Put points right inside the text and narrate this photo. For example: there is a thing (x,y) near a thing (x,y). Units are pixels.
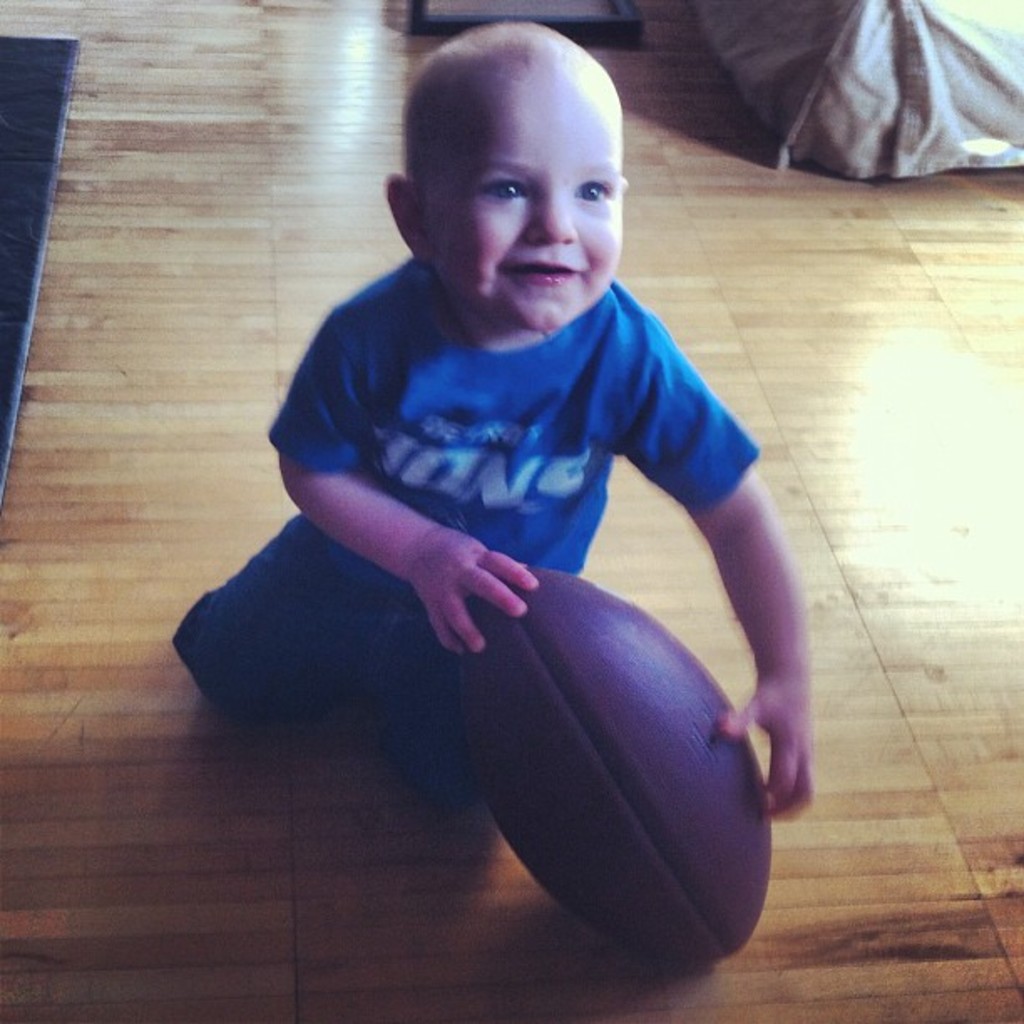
In the center of the image (520,664) there is a boy (553,407) holding a ball (689,827). At the bottom of the image (289,885) there is wooden flooring (869,712).
